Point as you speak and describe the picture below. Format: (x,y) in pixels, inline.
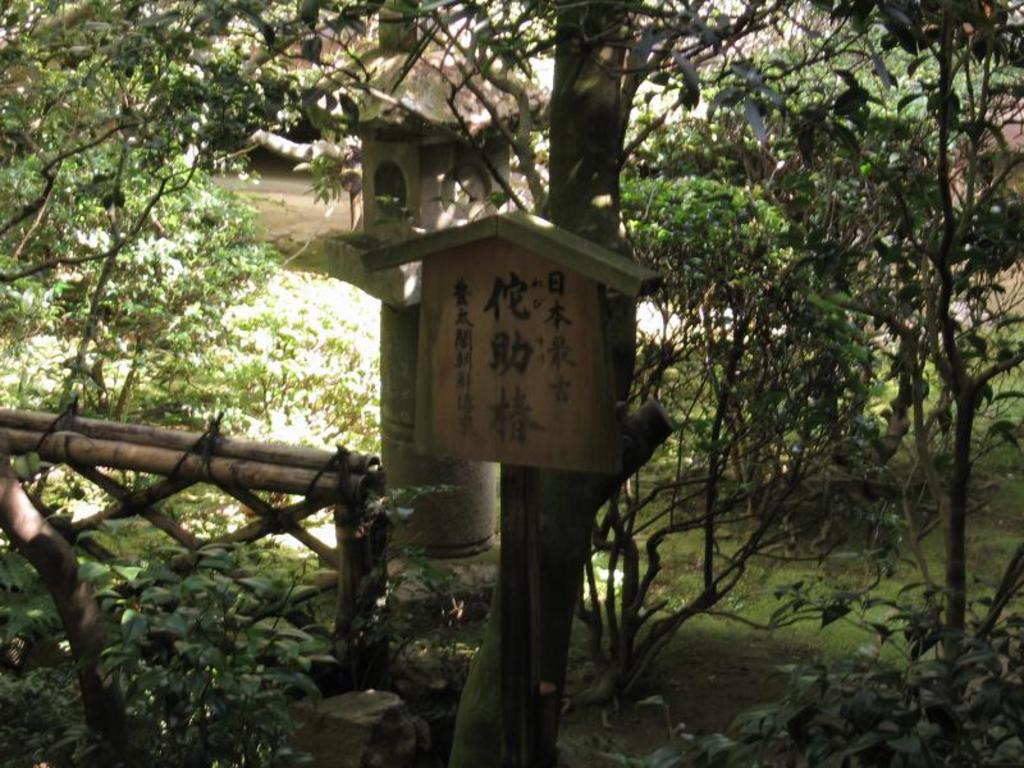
In this picture, it looks like a stone lantern (396,192) and in front of the stone lantern (384,320), there is the wooden fence (214,473) and a wooden object (459,344) on the tree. Behind the stone lantern (421,130) there are trees (732,125).
